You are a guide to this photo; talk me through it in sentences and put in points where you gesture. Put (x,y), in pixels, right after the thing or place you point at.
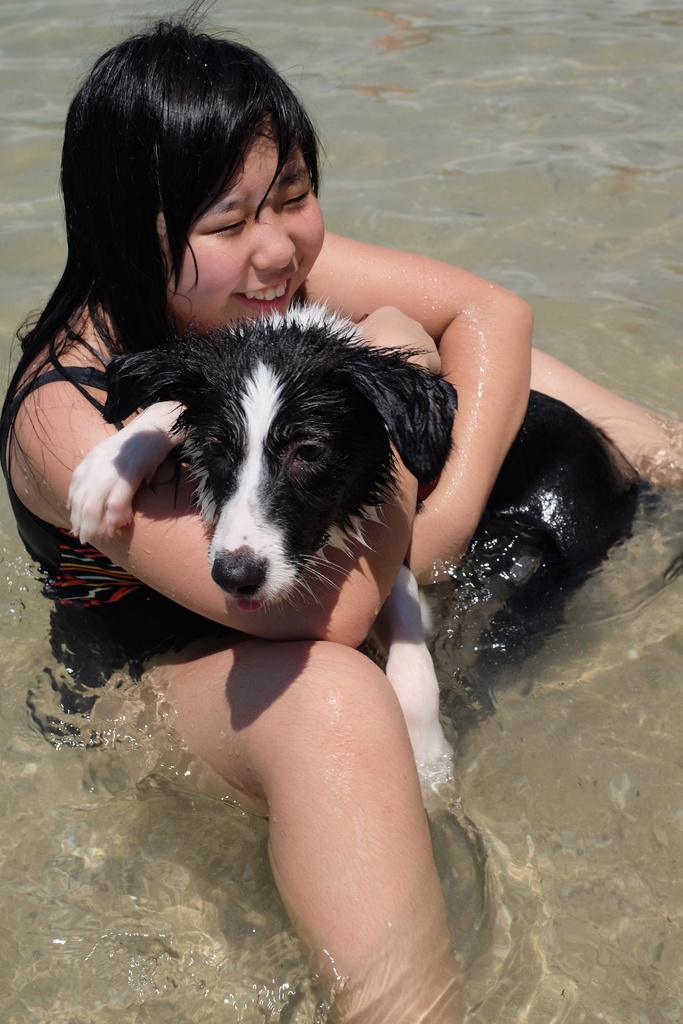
In this image I can see a girl (169,282) holding the dog (440,469) and they are in the water (564,805).
